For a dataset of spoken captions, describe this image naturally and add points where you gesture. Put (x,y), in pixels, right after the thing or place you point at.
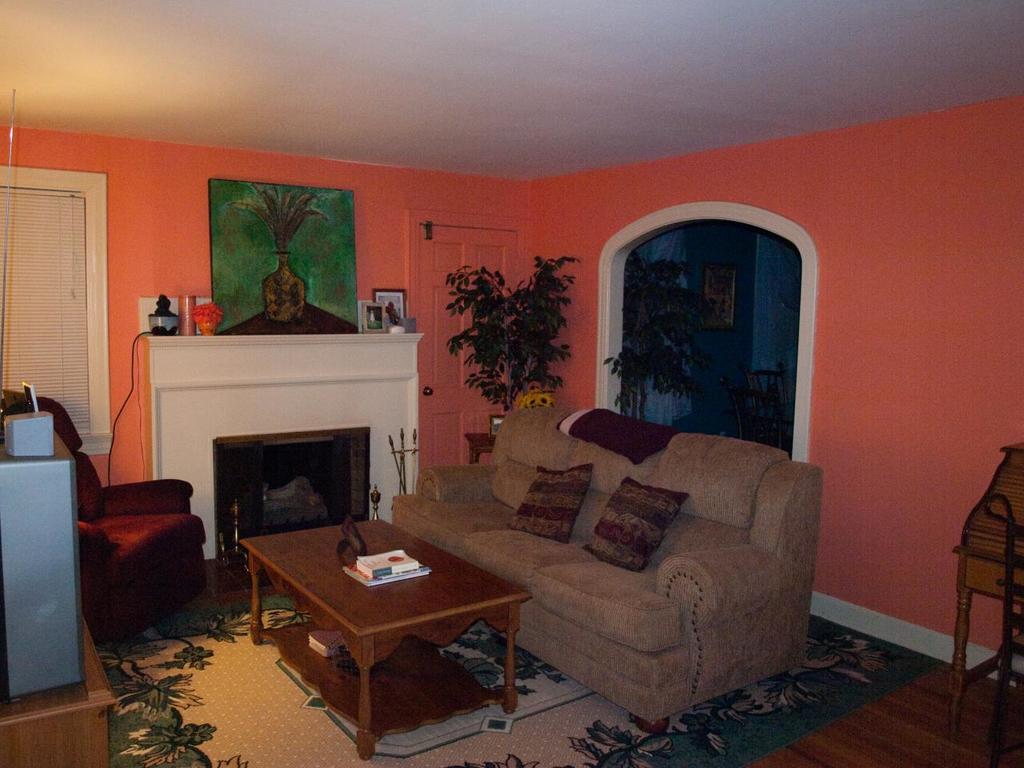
There is a floor (589,728) which is in green color and there is a table (436,596) in middle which is in brown color, In the right side (689,538) there is a sofa (701,520), In the left side (50,646) there is a table (80,688) on that table (51,697) there is a television (37,572) in ash color, In the background (110,392) there is a wall (178,262) of orange color and there is a fireplace (282,366) of white color.
